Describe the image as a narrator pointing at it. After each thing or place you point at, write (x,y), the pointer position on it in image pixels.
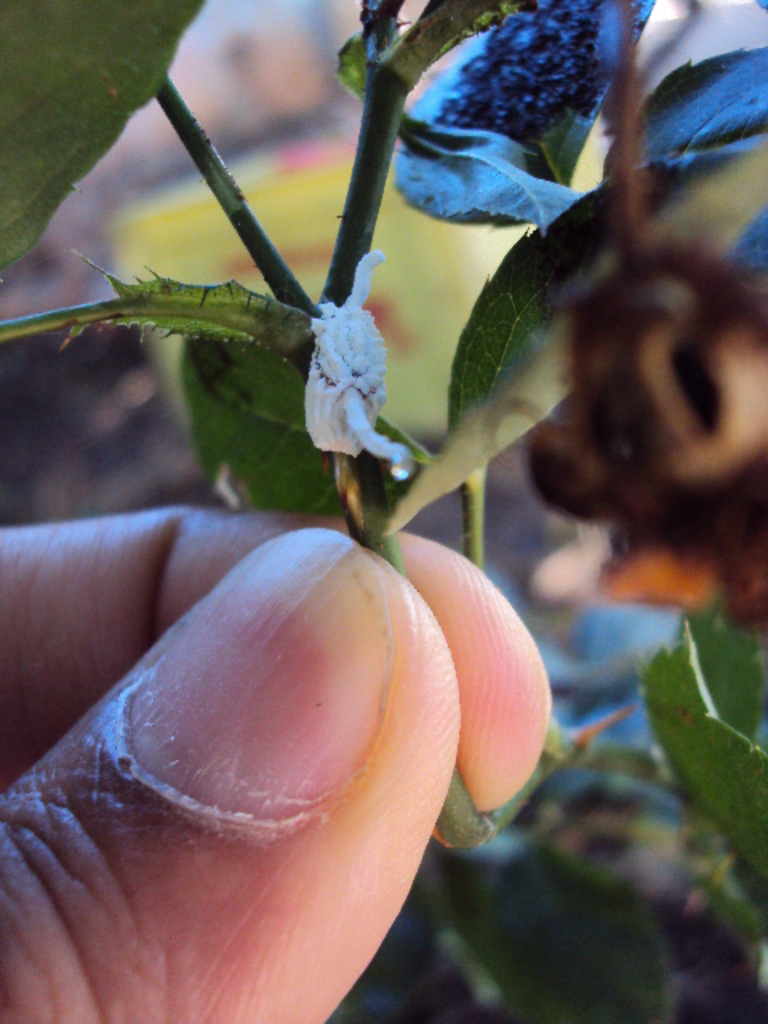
In this image, we can see a person's fingers (202,650) holding a plant (445,154).
